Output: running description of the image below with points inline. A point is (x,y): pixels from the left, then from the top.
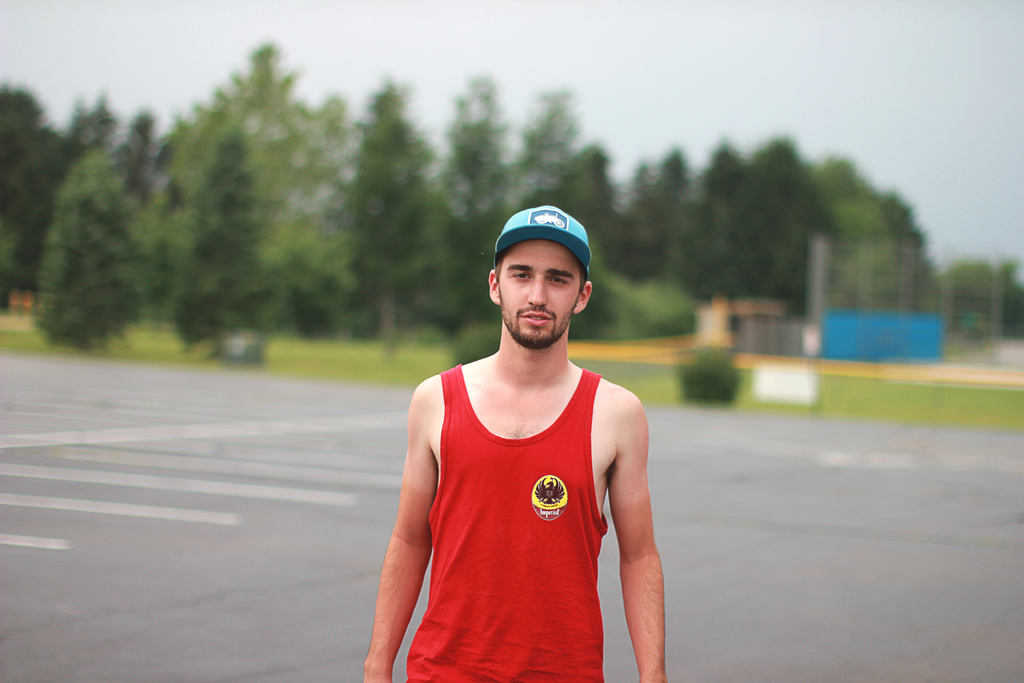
In the picture we can see a man (525,549) standing on the surface of the road (670,608), he is with a red color top (507,552) and blue color cap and in the background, we can see a grass surface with many trees (223,292) and beside it we can see a part of the wall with a gate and behind it we can see the sky (728,24).
